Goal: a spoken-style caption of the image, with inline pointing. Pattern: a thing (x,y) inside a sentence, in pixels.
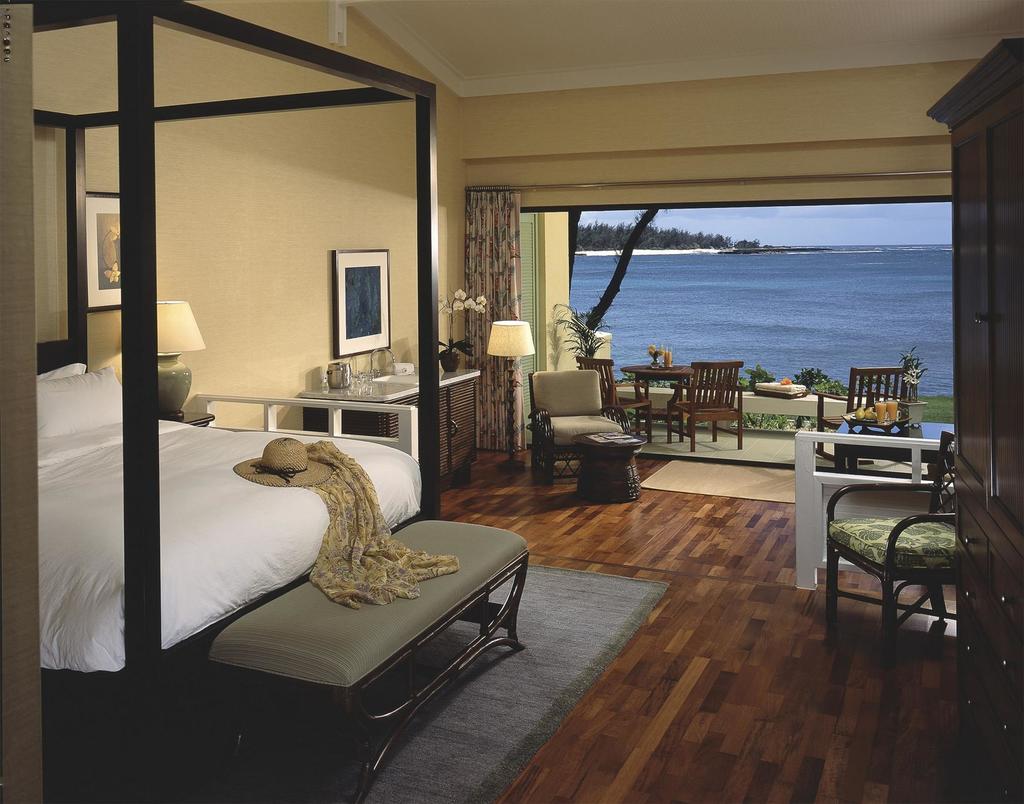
This picture is inside a room (42,288) where we can see a bed (77,480) with white color bed sheets (114,536) and pillows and we can see a cloth (351,518) and hat (283,482) are kept on it. Here we can see chairs (715,401), wooden table (657,400), photo frames (367,312) on the wall (277,376), table lamps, flower vases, carpets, curtains (485,296), water (657,345), trees (655,236) and the sky (855,220) in the background (815,295).
